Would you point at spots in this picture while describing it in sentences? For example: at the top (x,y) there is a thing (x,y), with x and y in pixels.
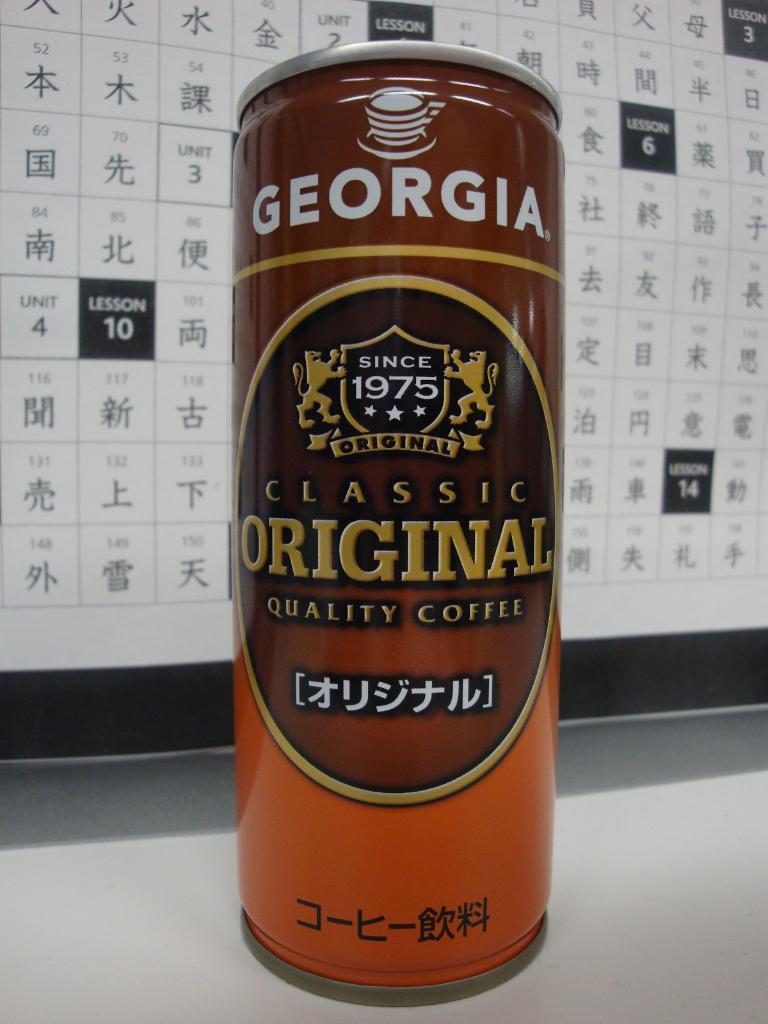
In this image we can see a tin (263,346) on a surface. On the tin (251,599) we have some text (342,619) and labels (348,393). Behind the tin (342,445) we can see text (589,344) in Chinese.
